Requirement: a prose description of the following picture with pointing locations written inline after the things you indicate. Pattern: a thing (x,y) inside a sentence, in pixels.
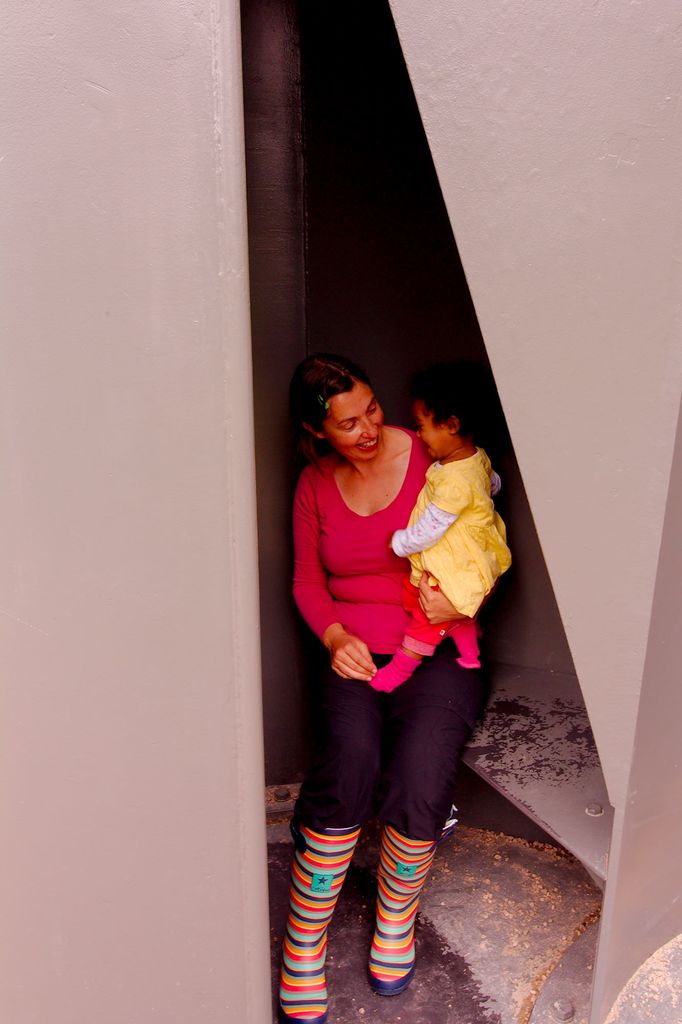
In this image we can see a lady (356,785) carrying a baby (438,458), also we can see the walls (521,235).
